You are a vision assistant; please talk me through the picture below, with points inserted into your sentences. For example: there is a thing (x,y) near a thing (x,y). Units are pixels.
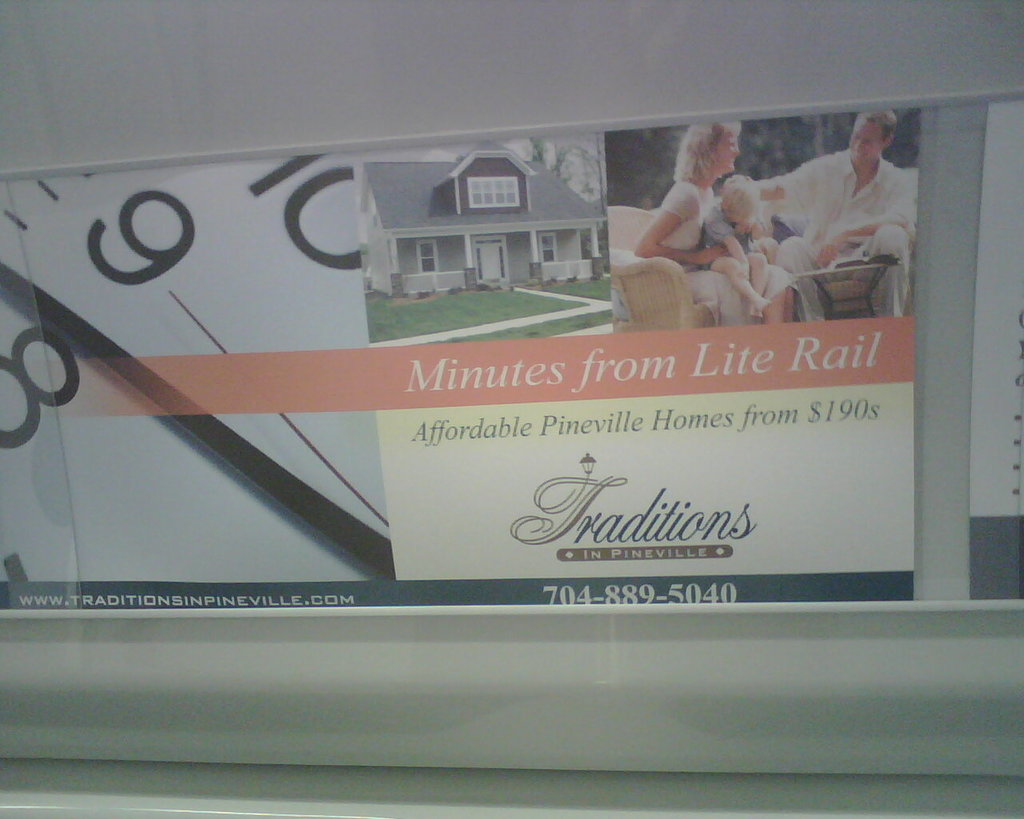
In this image, we can see a poster (596,280) with some images (659,143) and text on it. We can see the wall (399,648).
